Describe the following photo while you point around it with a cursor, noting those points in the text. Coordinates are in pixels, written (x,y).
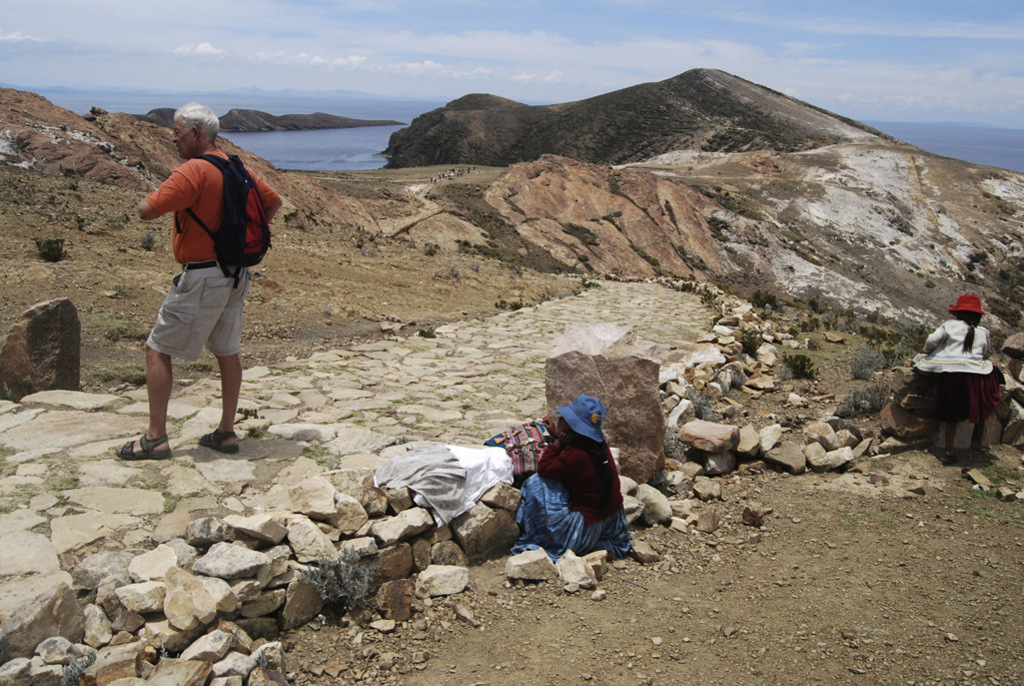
In the middle of the image (627,293) three persons (190,118) are standing and sitting on a hill (15,203) and we can see some stones (715,293). At the top of the image (590,44) we can see some clouds (1011,112) in the sky (553,95). Behind the hill (508,118) we can see water (990,139).
